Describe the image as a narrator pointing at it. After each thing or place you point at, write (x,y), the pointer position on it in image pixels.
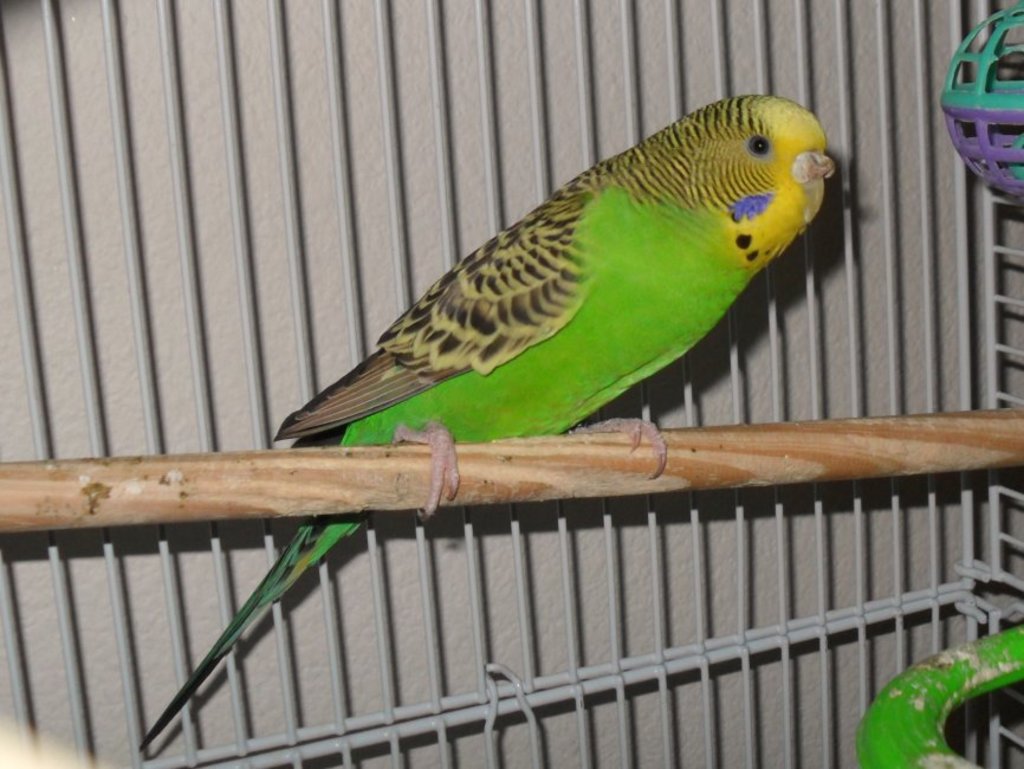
In this picture there is a parrot (595,246) inside a cage (487,159) in the image.
